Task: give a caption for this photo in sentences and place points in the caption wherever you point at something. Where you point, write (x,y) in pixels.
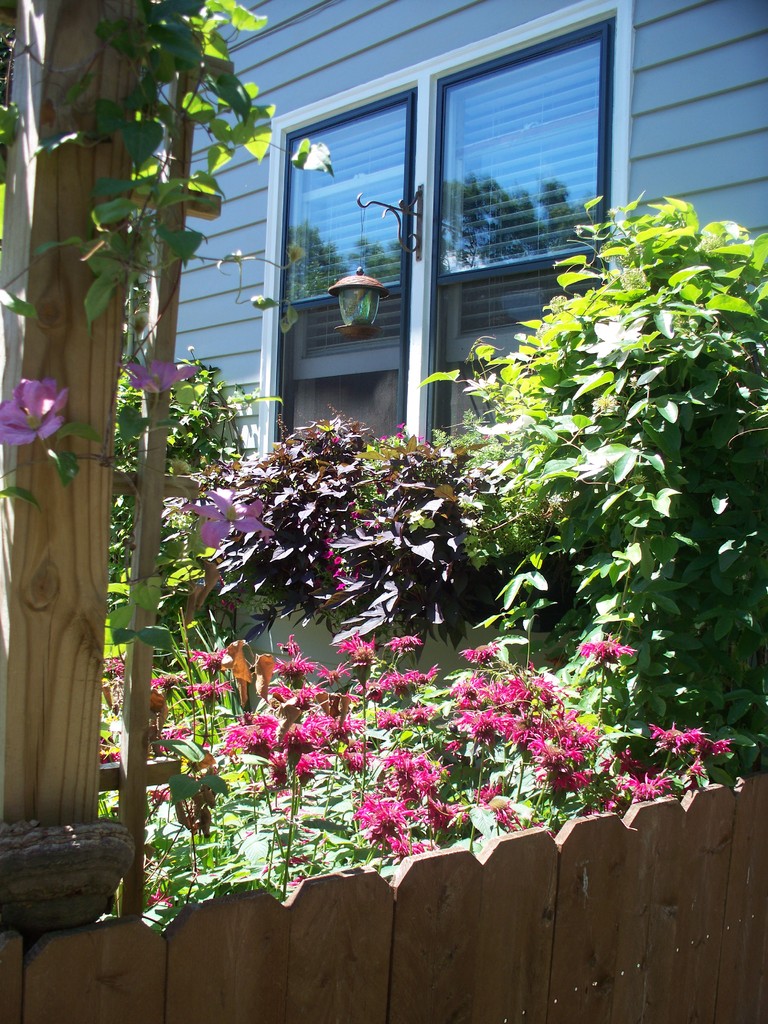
In this picture there is a building (746,4). In the foreground (179,395) there is a window (615,35) and there is a light (368,308) on the wall (197,298) and there are plants (692,645) and there are flowers (545,739) and there is a wooden railing (491,906).
